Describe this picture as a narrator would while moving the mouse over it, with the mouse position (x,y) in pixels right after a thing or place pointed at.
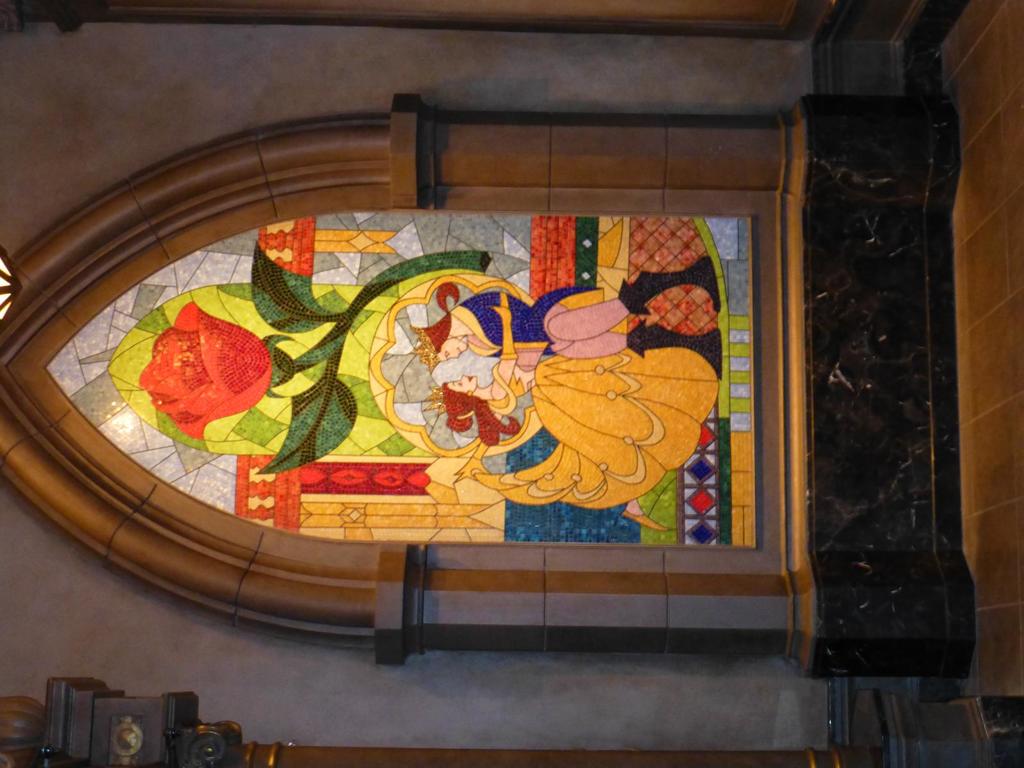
In the foreground (80,79) I can see a building wall (63,79) and a wall painting (558,378). This image is taken may be in a church (1002,281).
